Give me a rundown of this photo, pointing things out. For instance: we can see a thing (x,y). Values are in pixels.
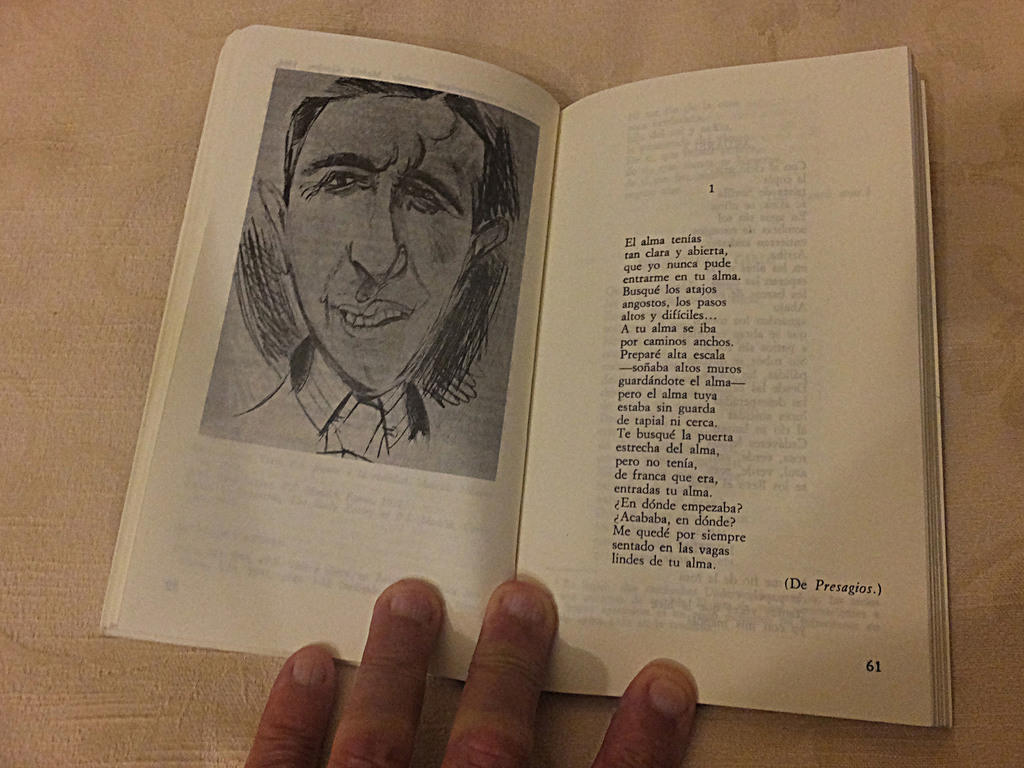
There is a book (386,142) in the center of the image (469,441), there is text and an image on it and a hand (638,705) at the bottom side (392,668).
